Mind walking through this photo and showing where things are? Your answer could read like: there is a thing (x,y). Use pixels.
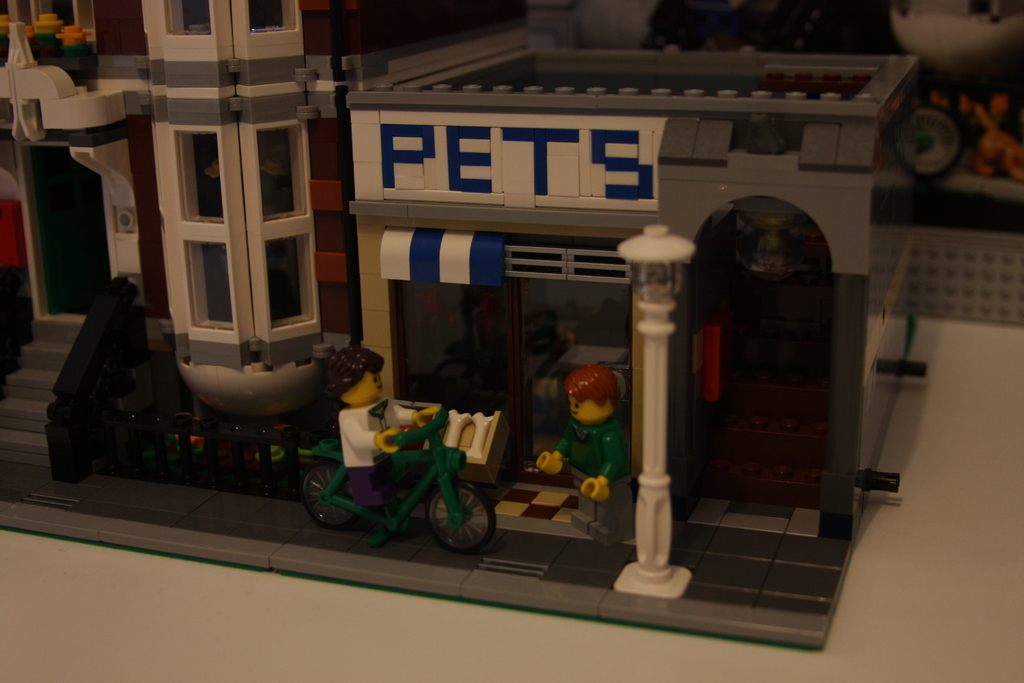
In this picture we can see the toy house (221,450). In the front (364,441) there is a boy (378,462) sitting on the cycle (471,523).
